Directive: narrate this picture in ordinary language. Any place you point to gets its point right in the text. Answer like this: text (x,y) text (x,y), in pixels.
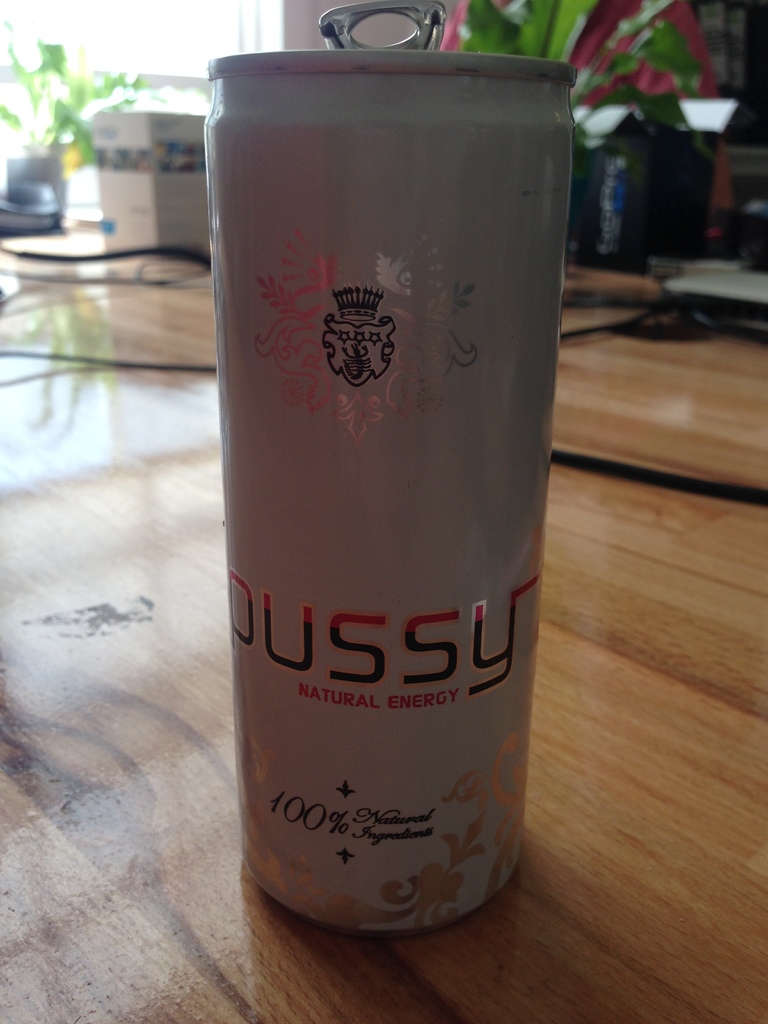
In this picture I can see a tin (342,293) in the middle (413,534), in the background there are plants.
